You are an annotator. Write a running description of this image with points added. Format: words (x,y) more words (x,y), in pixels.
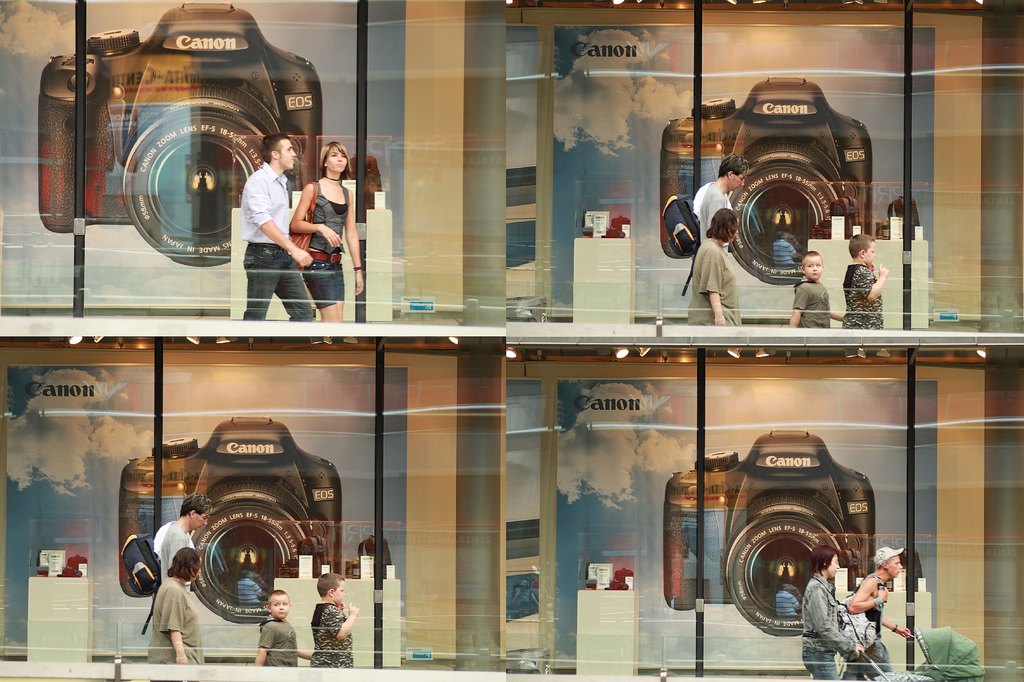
This is a collage image. In the background of the image (204,60) there are posters (742,477) of a camera (801,487) and there are people (877,618).
